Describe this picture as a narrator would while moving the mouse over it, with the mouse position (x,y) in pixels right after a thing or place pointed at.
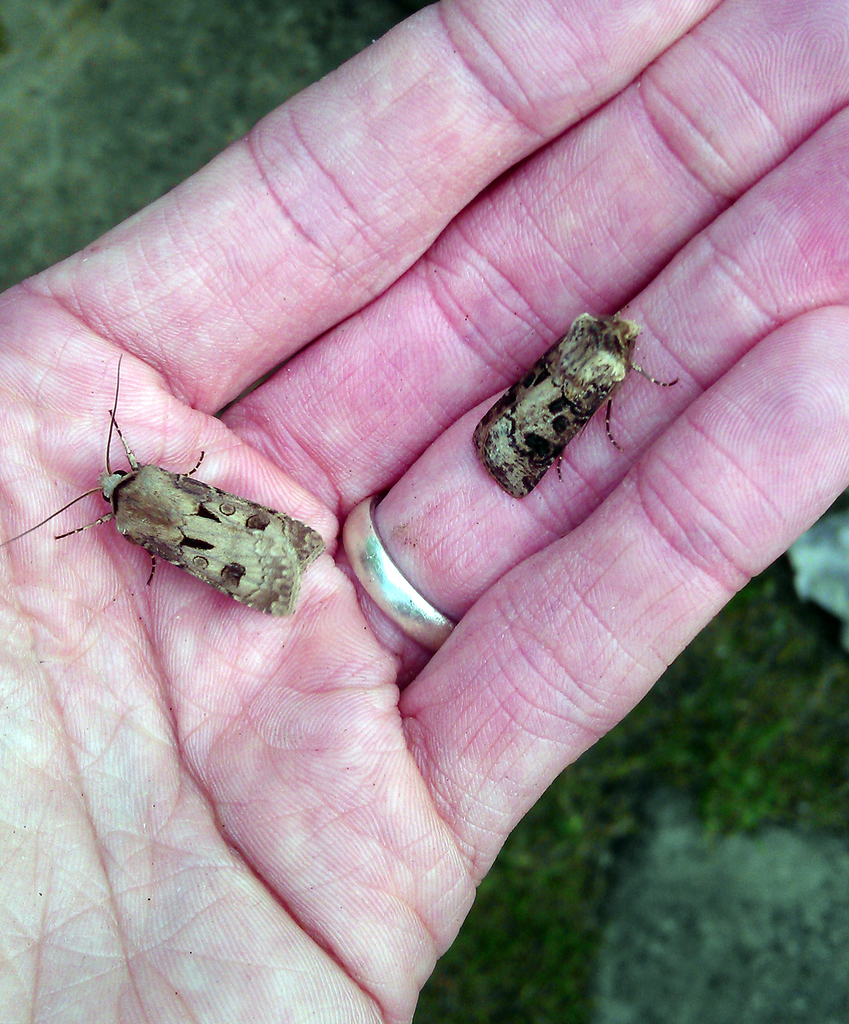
In this image I can see the insects (507,467) on the hand (327,395). In the background (733,821), I can see the green leaves (609,831).
